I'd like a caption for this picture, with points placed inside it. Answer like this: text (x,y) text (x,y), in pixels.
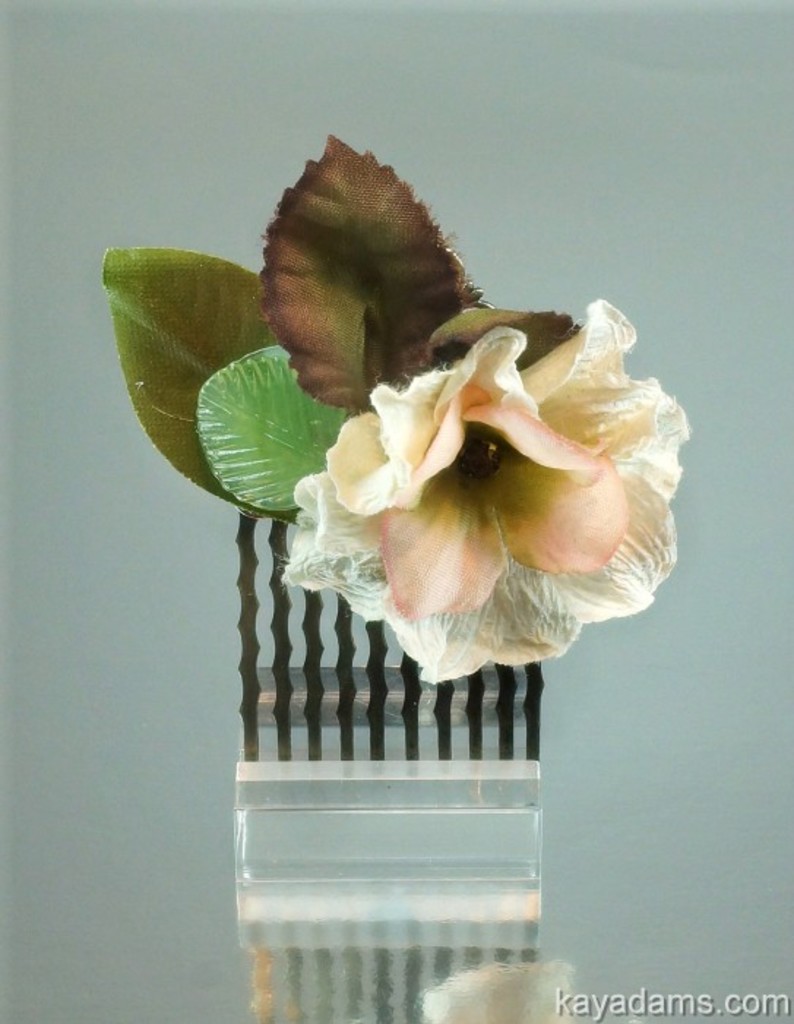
In the picture there is a flower (500,541) with leaves (334,289) kept inside an object (375,719) and the picture is taken from some website and the flowers (417,562) and leaves (296,450) are also artificial.
